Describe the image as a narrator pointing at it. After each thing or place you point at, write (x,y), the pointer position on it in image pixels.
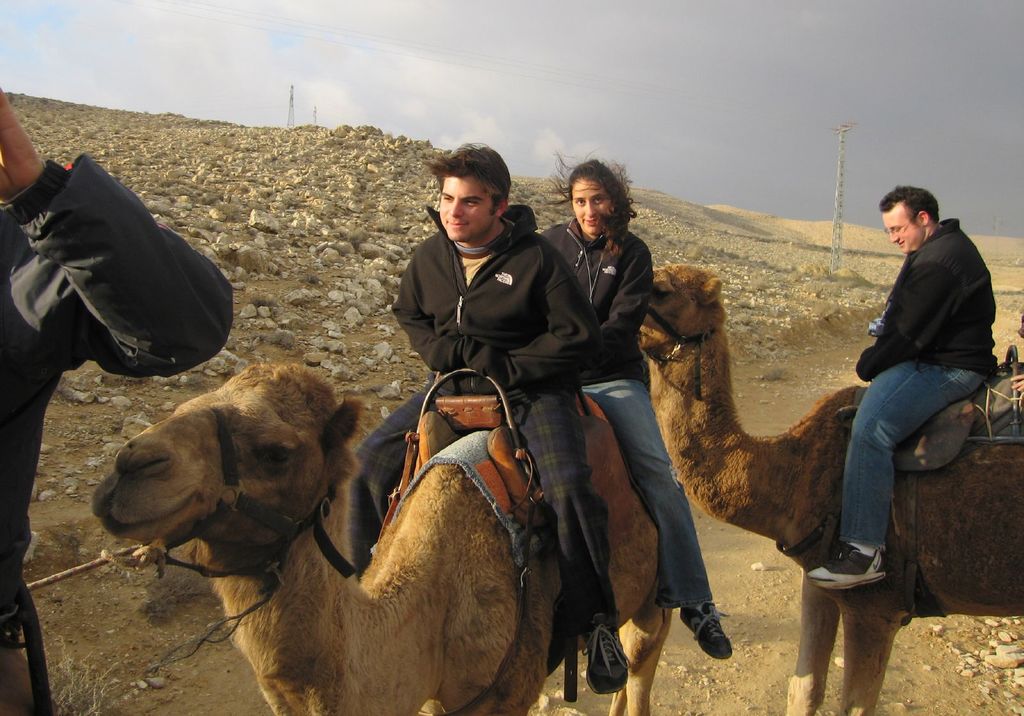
In the background (683,50) we can see sky (940,139). We can see people (966,364) sitting on the camels (330,425).
